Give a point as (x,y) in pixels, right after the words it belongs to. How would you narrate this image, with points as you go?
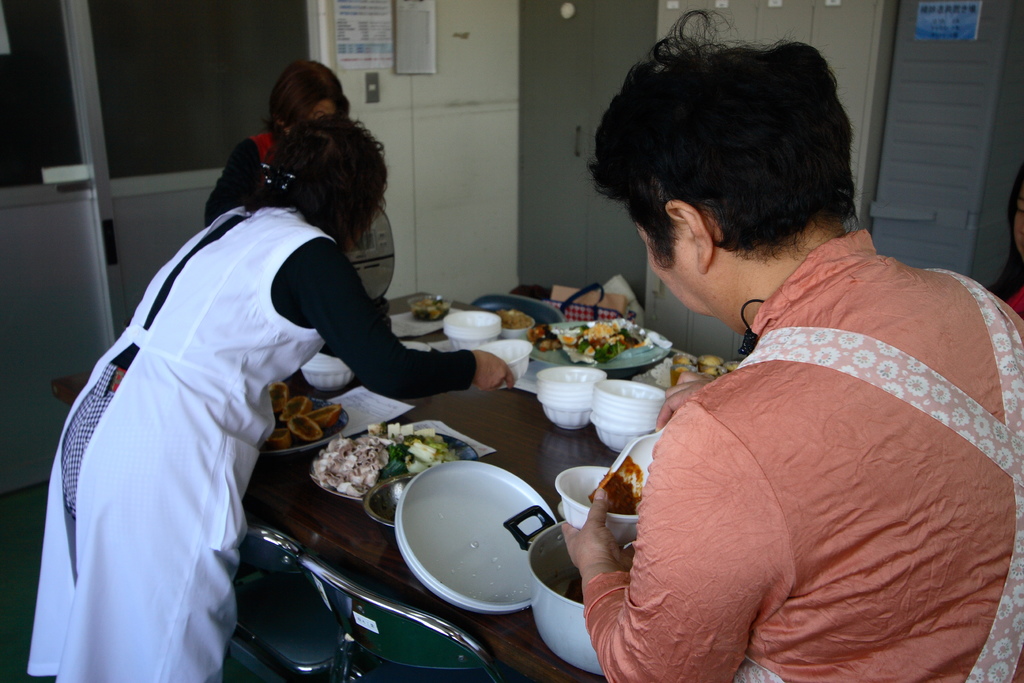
In this image we can see three women (690,460) are standing. In front of them table (394,574) and chairs (314,619) are there. On table (398,558) food items (409,442), bowl (344,379) and plate (390,450) are there. Background of the image (585,39) doors (931,80) and wall (474,62) are present.
